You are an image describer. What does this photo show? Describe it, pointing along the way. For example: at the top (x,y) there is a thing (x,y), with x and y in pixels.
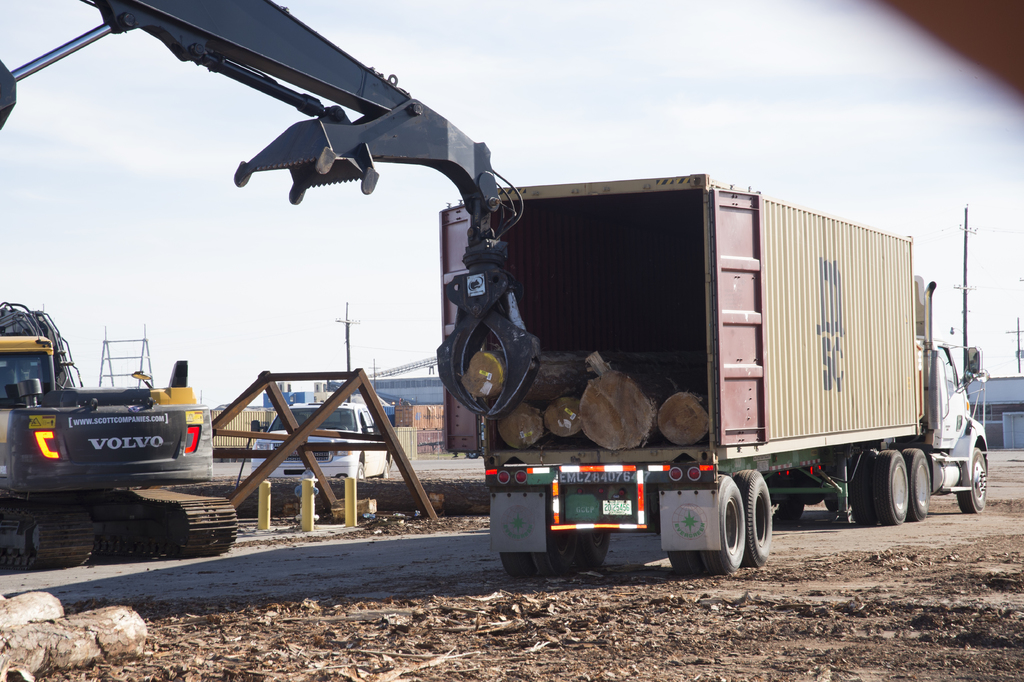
This picture is clicked outside. In the center (457,410) we can see the group of vehicles (701,571) and we can see the metal rods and some other objects (344,500). In the background (251,203) we can see the sky (295,234), houses (1003,415) and some other items (392,417).
